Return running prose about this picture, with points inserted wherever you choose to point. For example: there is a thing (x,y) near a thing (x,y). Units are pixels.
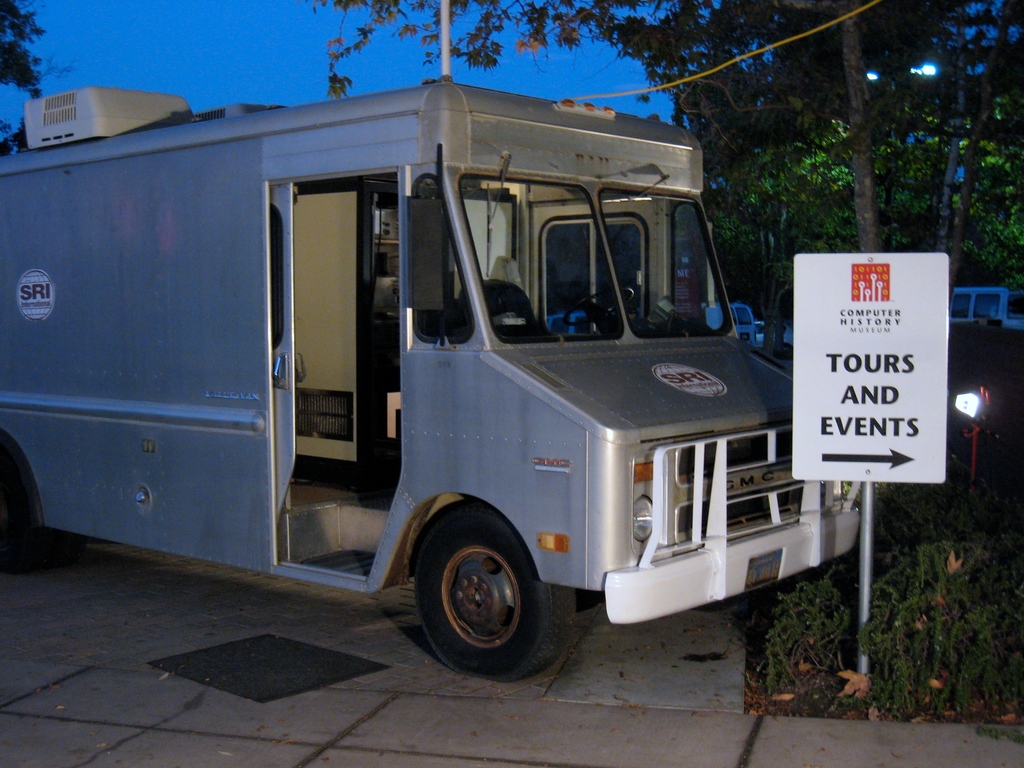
In this image I can see the ground (261,602), a pole (863,615) and a white colored board (851,419) to it and an ash colored vehicle (400,349) on the ground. I can see few plants (1018,614), few trees (880,168), few vehicles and the sky (345,64) in the background (260,61).
